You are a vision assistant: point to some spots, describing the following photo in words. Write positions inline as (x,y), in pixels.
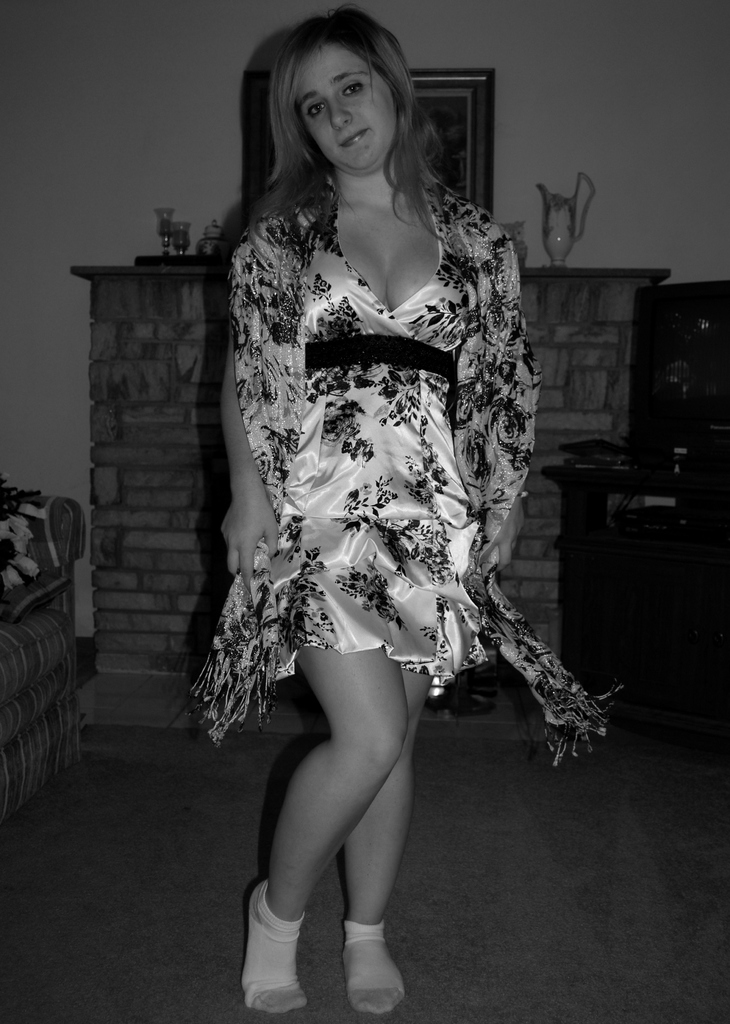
There is a woman (365,65) wearing white color socks (257,895) smiling and standing on the floor (445,933). In the background (655,618), there is an object (701,409) on the table (655,476) near brick wall (586,322) on which, there is a jug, glasses (166,219) and other objects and there is a photo frame (459,127) on the wall (485,48).
